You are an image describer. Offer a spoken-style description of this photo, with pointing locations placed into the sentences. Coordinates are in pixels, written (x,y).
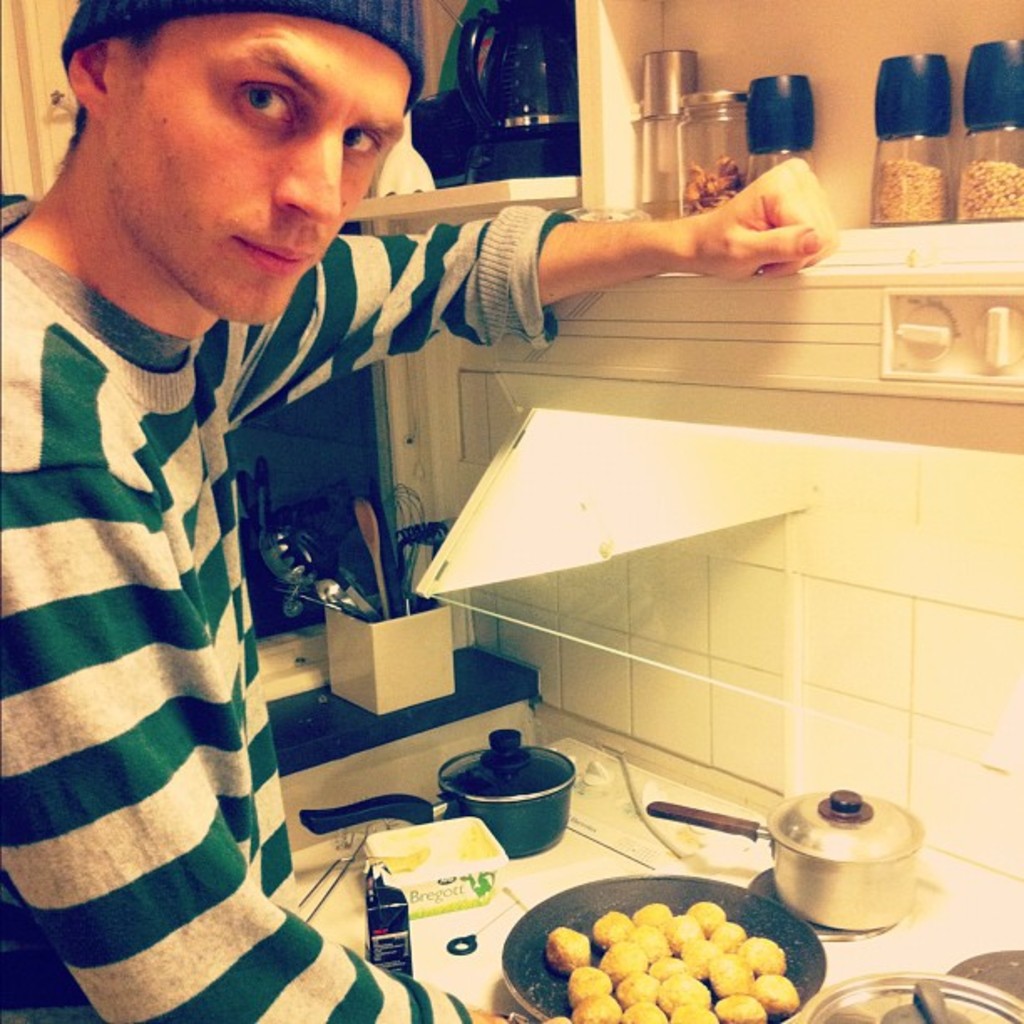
A person (169,843) is present wearing a green and grey t shirt (190,660). There are utensils (564,988) and food items (612,940) in front of him. There are spoons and jars (1005,209).
